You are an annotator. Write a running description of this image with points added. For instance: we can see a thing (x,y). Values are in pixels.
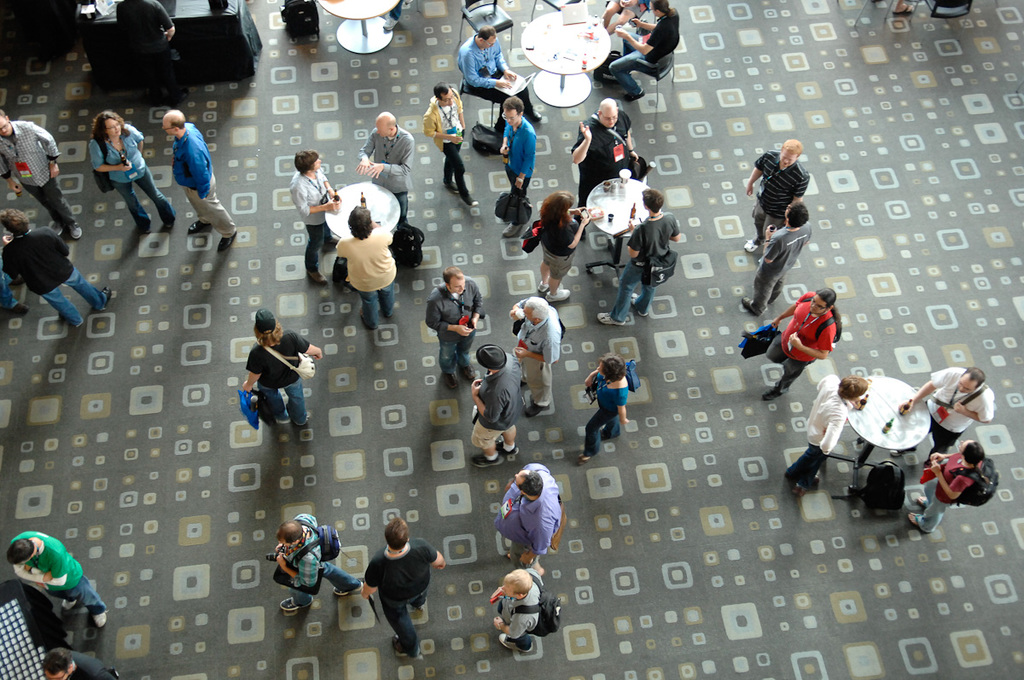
In this image I can see there are few people (614,322) carrying bags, few are standing at the table (874,392) and drinking wine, few are sitting on the chair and operating a laptop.
